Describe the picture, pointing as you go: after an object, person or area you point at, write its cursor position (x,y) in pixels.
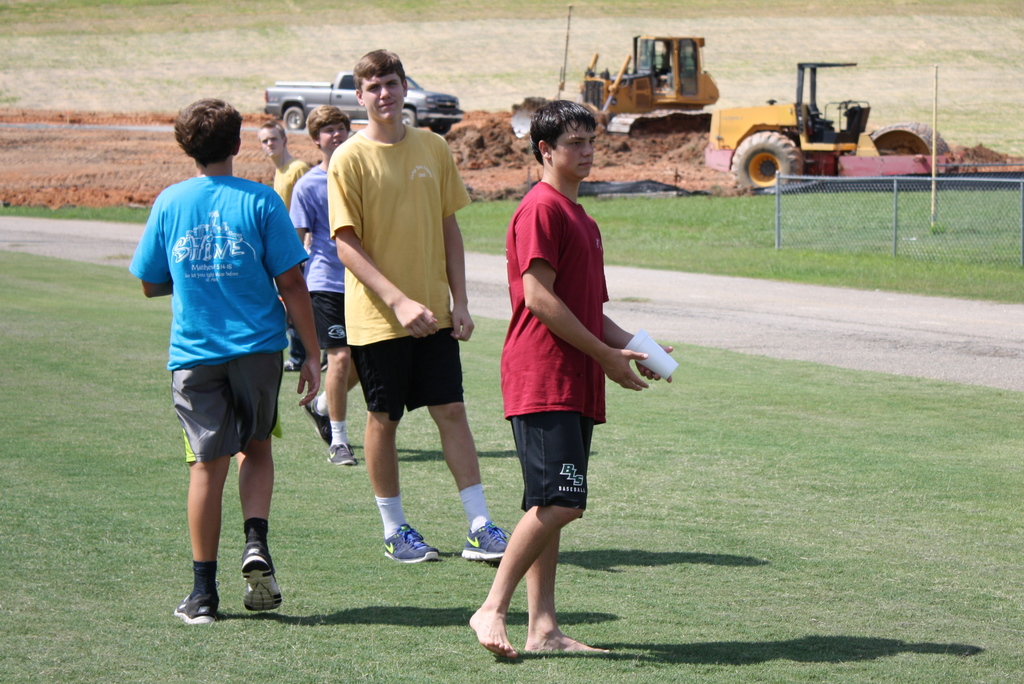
In this image we can see a few people (200,503) standing on the ground (347,519), among them one is holding an object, in the background (634,69), we can see some vehicles (811,166), sand (127,155), poles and fence (824,189).
